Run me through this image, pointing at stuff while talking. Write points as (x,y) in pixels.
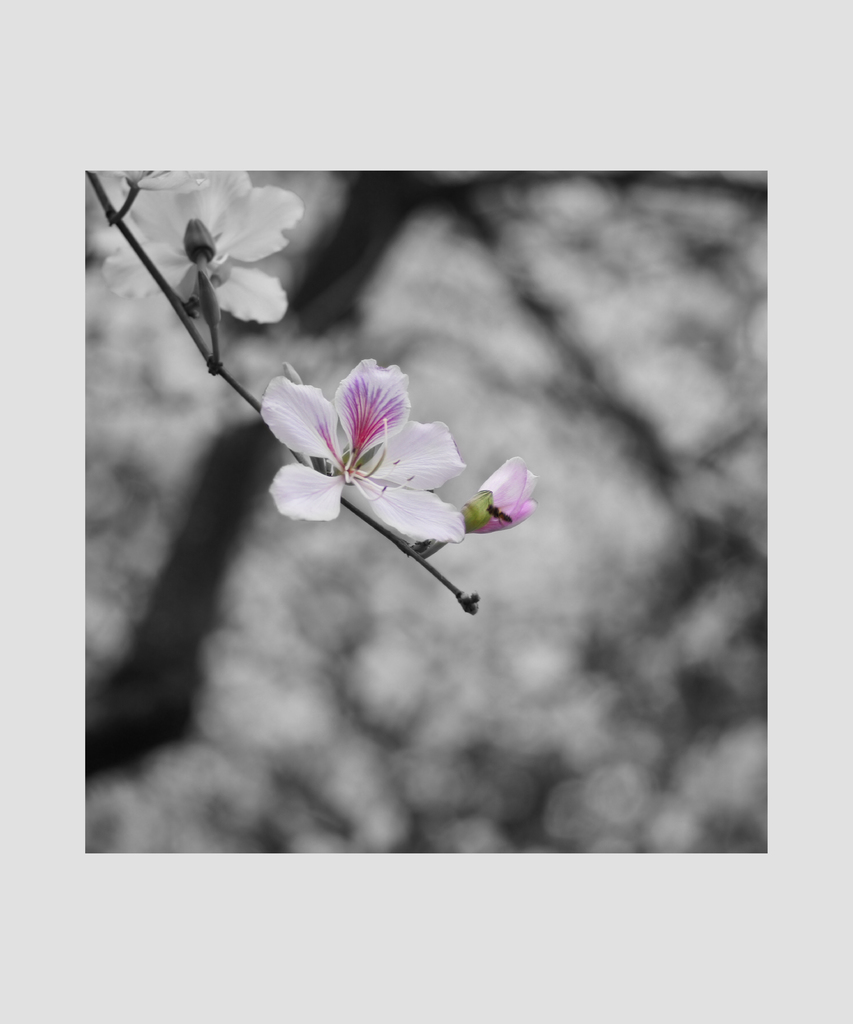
In this picture I can see the white color flowers (276,385) on this branch (438,579). In the background (549,364) it might be a tree (374,591) or plant (301,747).
